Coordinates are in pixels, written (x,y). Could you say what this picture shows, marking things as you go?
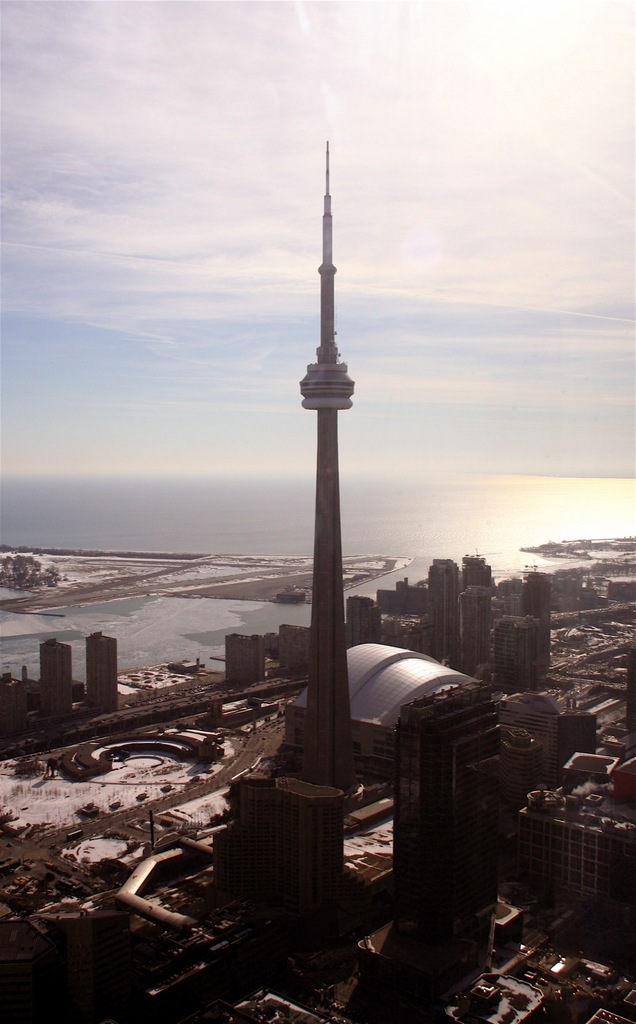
In this picture I can observe a tower (322,422) in the middle of the picture (324,531). There are some buildings (316,802). In the background (231,507) there is an ocean (391,505) and some clouds (199,271) in the sky (219,234).
